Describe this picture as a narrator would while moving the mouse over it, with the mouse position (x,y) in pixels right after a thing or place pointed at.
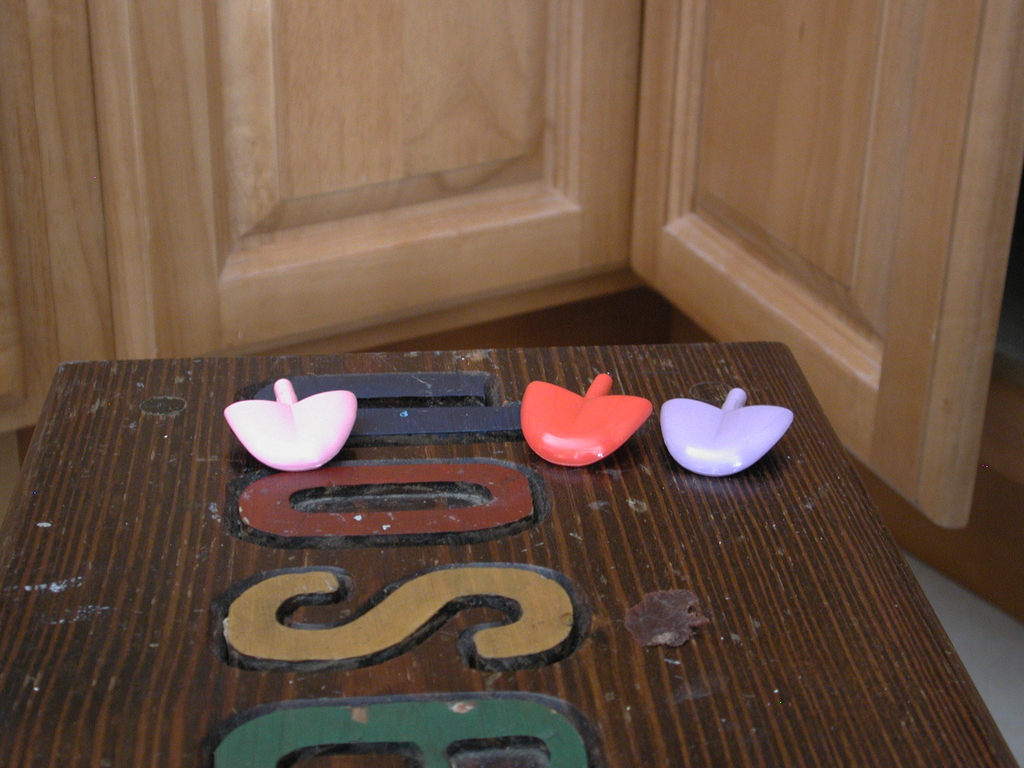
In this image there is a table (353,612) on which there are three small plastic leaves (596,427) and there is carving (433,626) of the letters (464,582). In the background (398,120) there is a wooden door (430,189).
